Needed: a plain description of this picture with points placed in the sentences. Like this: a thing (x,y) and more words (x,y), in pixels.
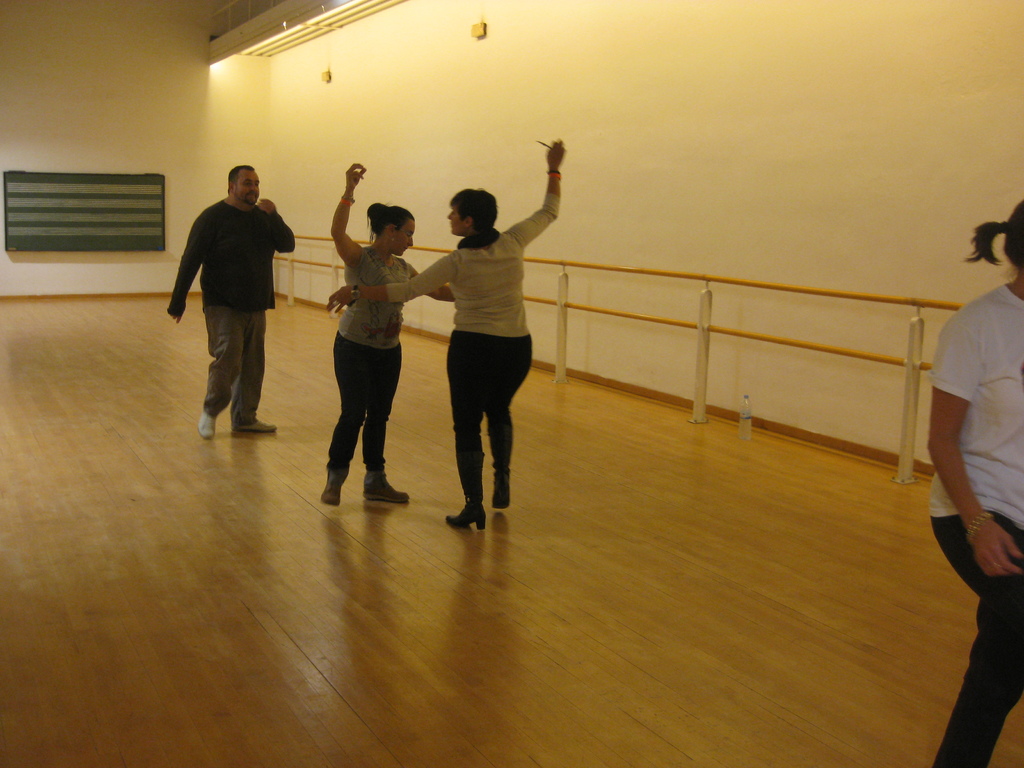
In the image there are two ladies (458,330) dancing. Behind them there is a man (231,227) in black t-shirt (254,275) is standing. At the right corner of the image (966,378) there is a person (989,459) with white t-shirt (989,440). In the background (768,316) there is a wall (166,98) with fencing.
